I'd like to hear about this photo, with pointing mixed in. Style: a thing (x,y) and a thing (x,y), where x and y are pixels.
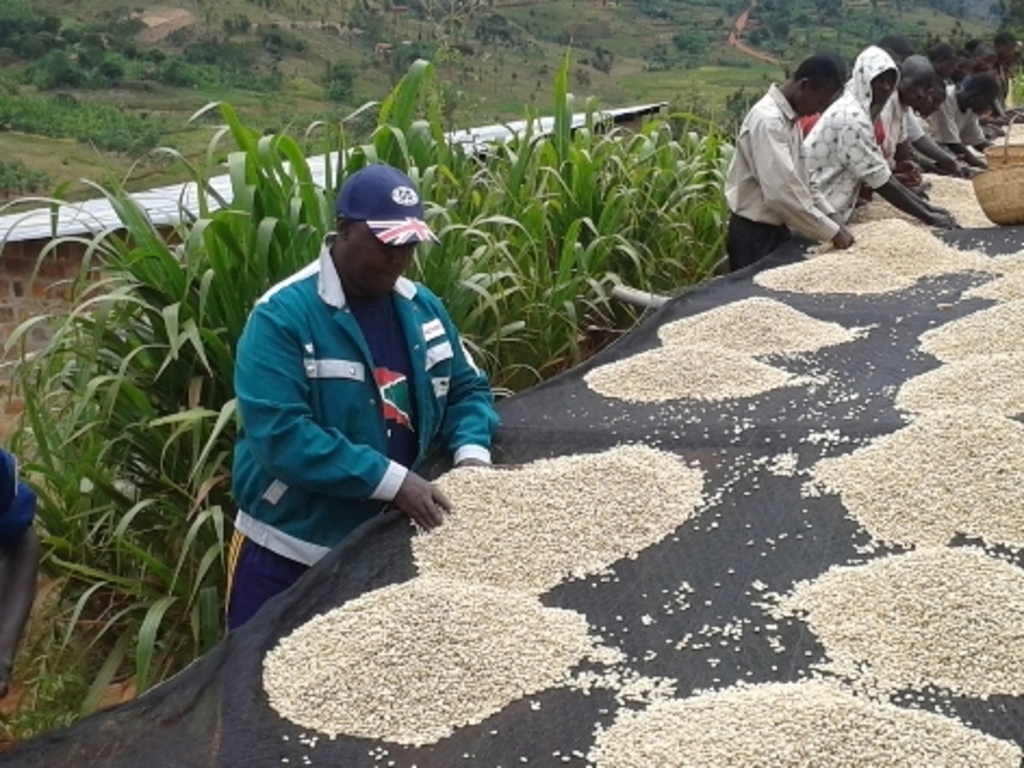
In the picture I can see the seeds (1011,507) on the black colored cloth (780,576) and there are wooden baskets (997,199) on the cloth (969,281). I can see a few persons (432,365) standing on the surface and they are working. In the background (440,194), I can see the trees (491,180) and a house (77,245) with metal sheet roofing arrangement (218,185).
